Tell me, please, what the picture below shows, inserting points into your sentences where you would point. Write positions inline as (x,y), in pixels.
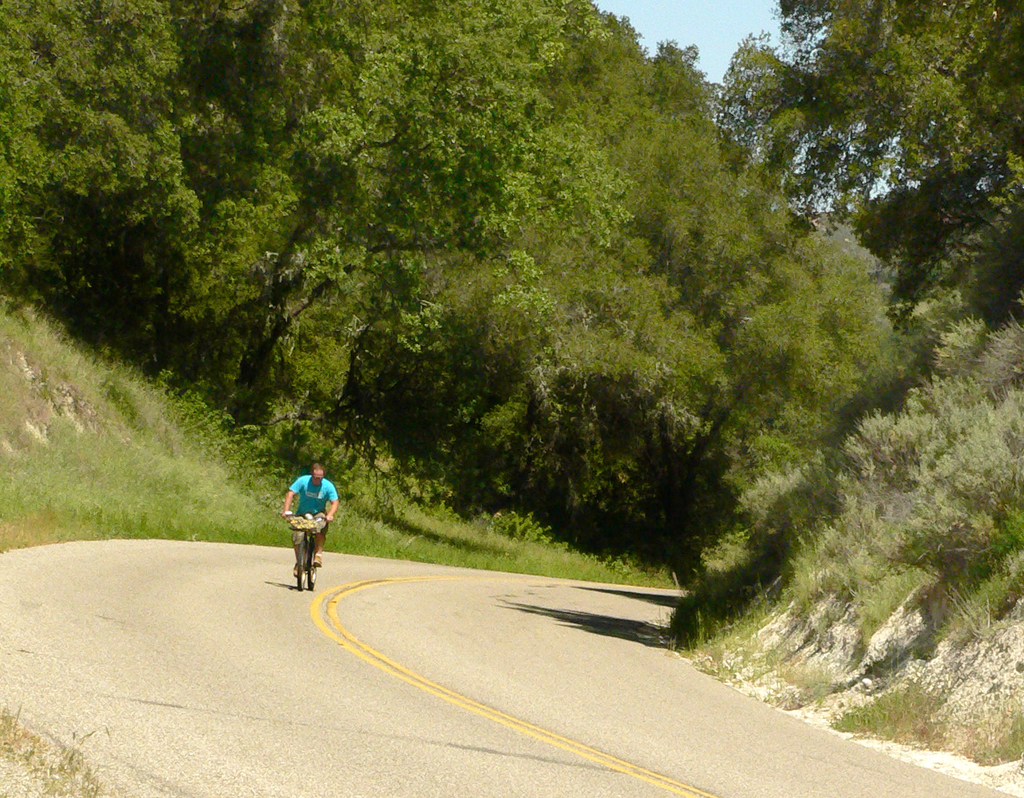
In this image, we can see a person (316,509) riding a bicycle (311,575) on the road (427,647) and in the background (645,322), there are trees (609,235).
